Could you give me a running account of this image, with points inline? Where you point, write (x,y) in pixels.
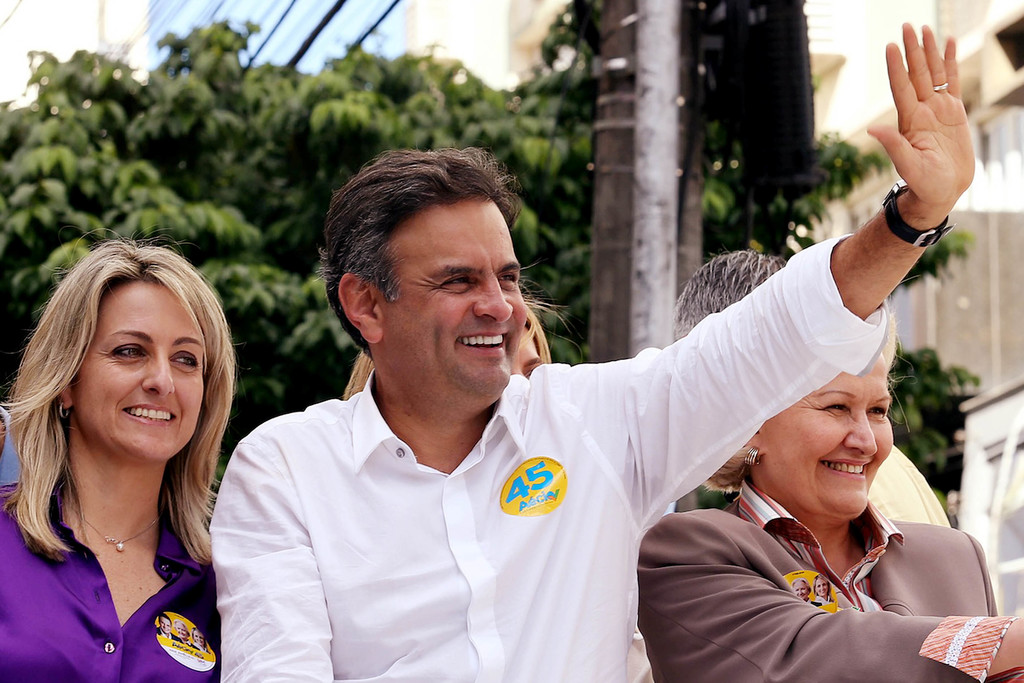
In the foreground of the picture (550,379) there are group of people (398,399). In the background (335,82) there are buildings (984,20), cables (323,18) and trees (511,100).
